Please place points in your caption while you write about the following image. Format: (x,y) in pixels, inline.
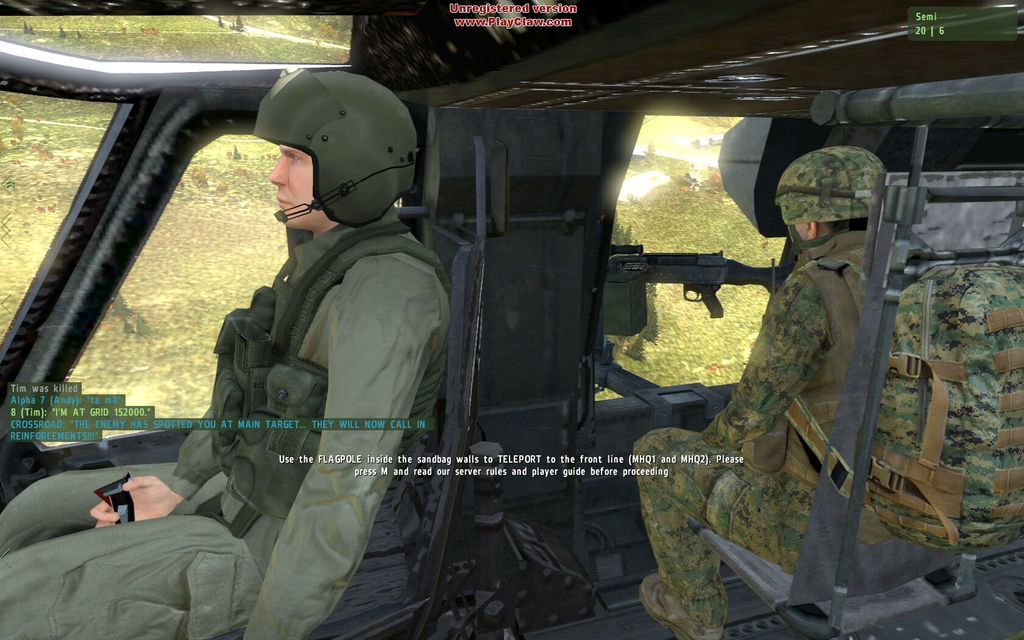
In this image it looks like an animation image in which there are two military persons (772,391) sitting in the vehicle (543,443). In front of them there are guns (681,258).
